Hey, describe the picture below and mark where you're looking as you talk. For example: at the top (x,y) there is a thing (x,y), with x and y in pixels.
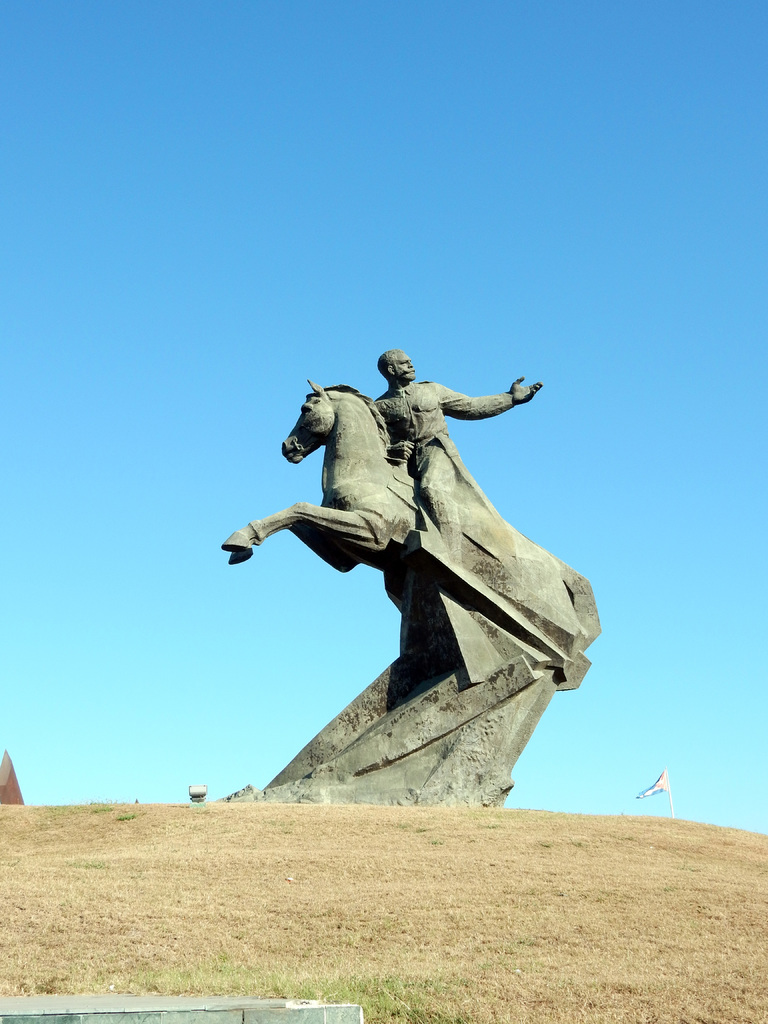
In a given image I can see a sculpture (409,680), dry grass (538,822), flag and in the background (364,190) I can see the sky (115,540).
